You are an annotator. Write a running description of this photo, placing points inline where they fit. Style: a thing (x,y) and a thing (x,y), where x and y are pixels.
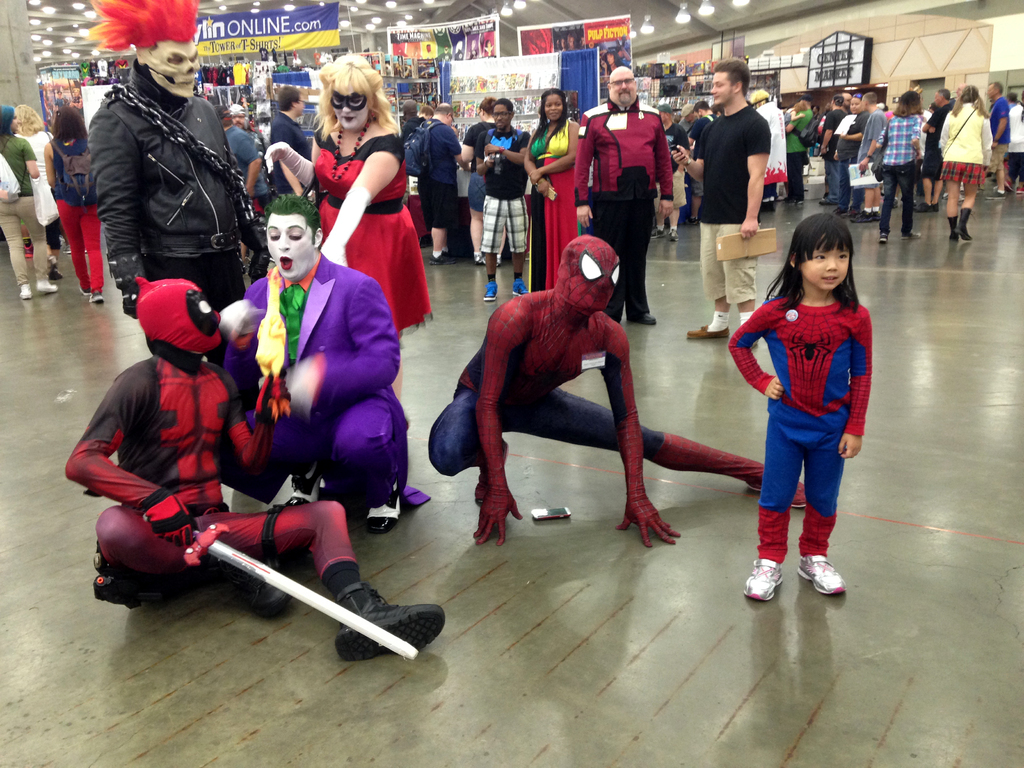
In this picture we can see some people (498,135) standing, the people (744,473) in the front (466,361) wore costumes (597,443), at the bottom (908,554) there is floor (909,534), we can see a banner (446,40) here, there are some hoardings (460,50) here, there are some lights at the top of the picture (645,29), we can see a wall (900,49) in the background (910,48).
